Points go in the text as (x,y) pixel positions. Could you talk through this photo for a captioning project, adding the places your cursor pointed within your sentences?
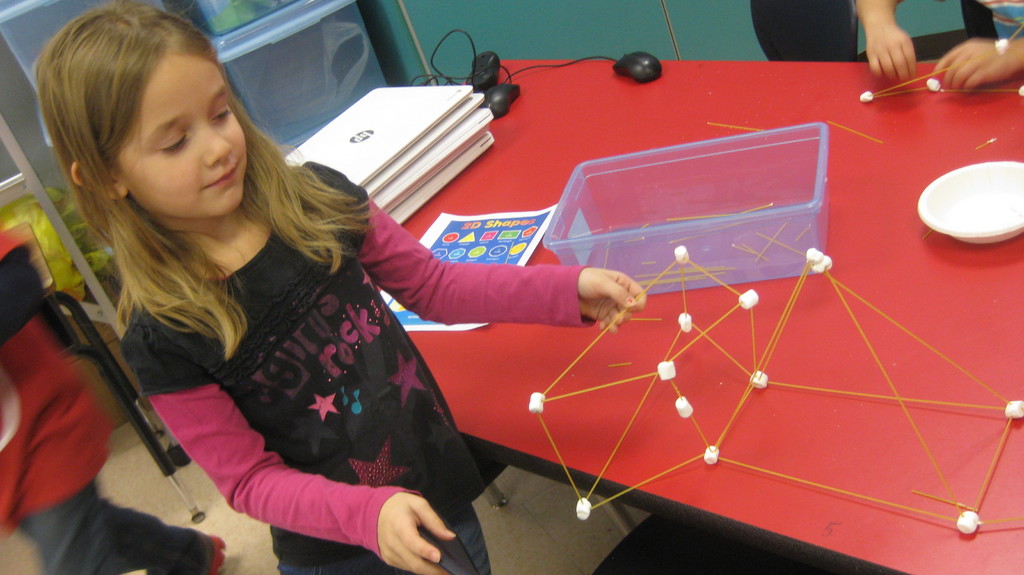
In the picture we can see a table (688,430) which is red in color, on the table (708,411) we can see a plastic box (739,223), laptops (439,182), bowl (946,196), a paper (539,212) and some mouses (490,91) on it, near to it there is a girl (461,440) standing and holding a sticks (602,385), just behind to it there are racks (314,84) and in the racks (310,57) there are a plastic boxes (281,62).
